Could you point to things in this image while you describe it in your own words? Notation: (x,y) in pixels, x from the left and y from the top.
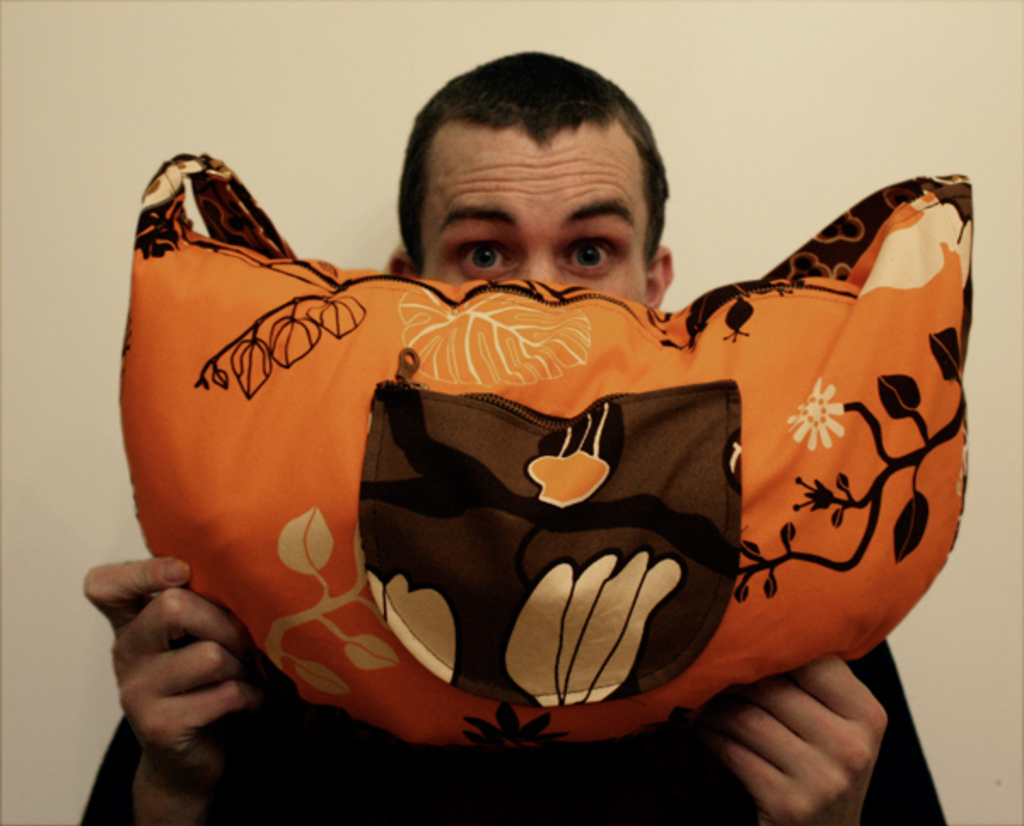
In this image we can see a man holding a bag (556,503). On the backside (397,46) we can see a wall (367,97).
